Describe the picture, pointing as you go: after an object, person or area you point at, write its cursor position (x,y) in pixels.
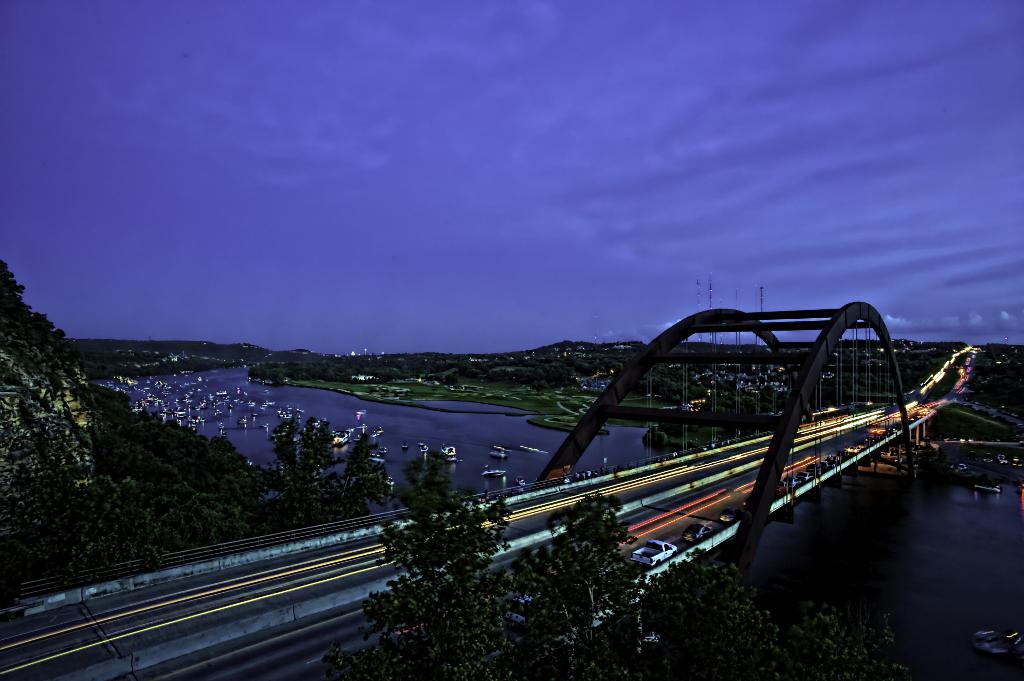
In this image we can see a bridge (680,489) with lights (812,422) and vehicles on it. We can see the boats (221,412) on the water (519,425). And there are trees (630,580), poles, mountains (526,360) and sky (437,153) in the background (481,154).
